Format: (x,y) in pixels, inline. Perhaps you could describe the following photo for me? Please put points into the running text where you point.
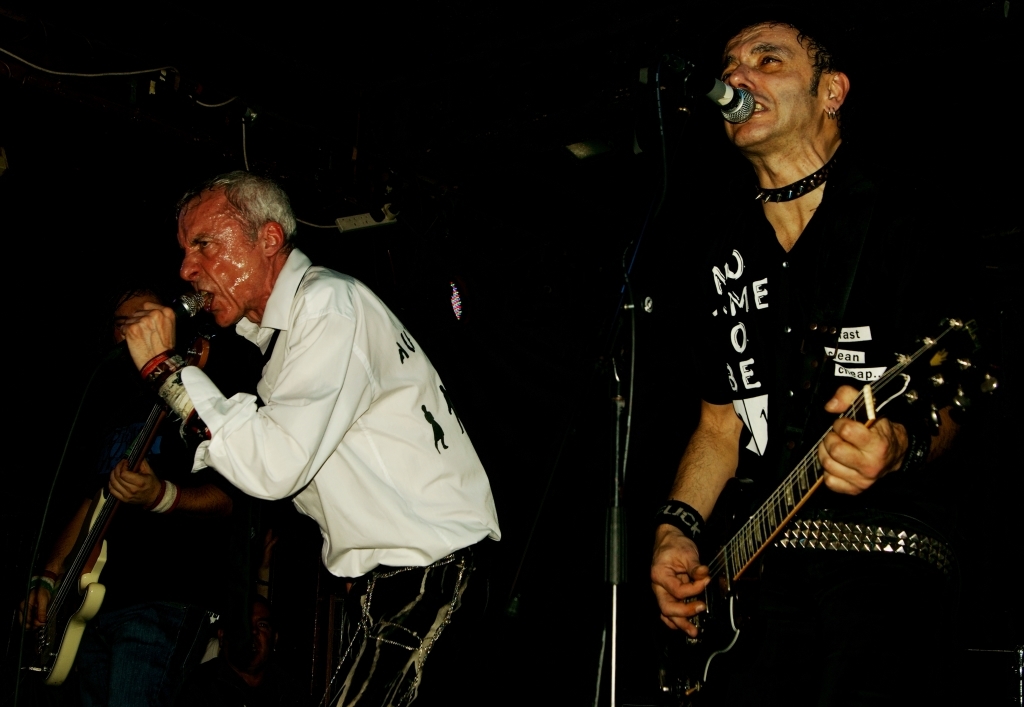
These two persons (323,340) are singing in-front of mic (735,113). This man (787,132) is playing guitar (729,617).
